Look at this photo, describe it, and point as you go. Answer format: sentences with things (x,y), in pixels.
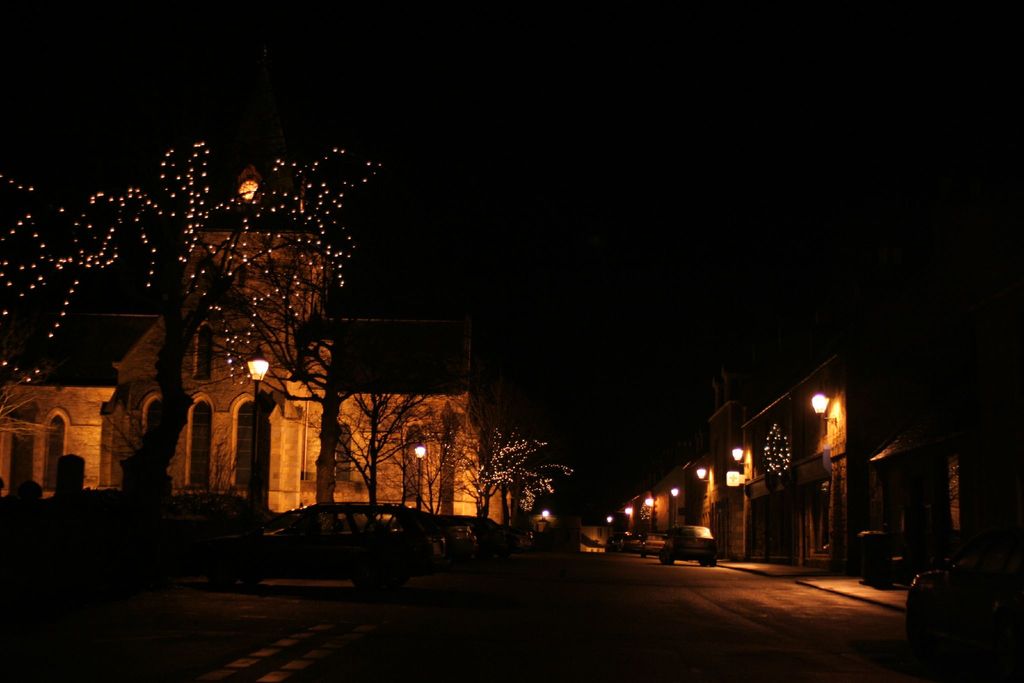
In this image there are cars (683,559) on a road (591,643) and there are trees (390,458) for that trees (233,284) there are lights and there are light poles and there are buildings (397,431) for that building (805,428) there are lights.
